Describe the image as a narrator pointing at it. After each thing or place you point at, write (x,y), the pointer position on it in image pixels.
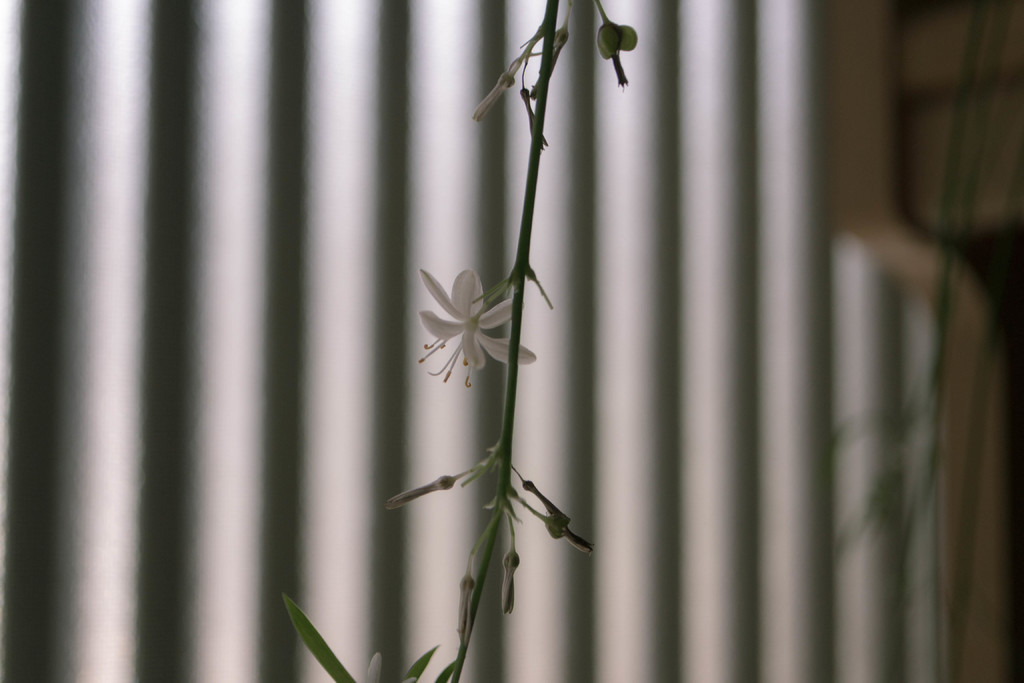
We can see flowers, buds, leaves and stem (547,73). In the background (560,218) it is blurry and we can see rods (716,198).
